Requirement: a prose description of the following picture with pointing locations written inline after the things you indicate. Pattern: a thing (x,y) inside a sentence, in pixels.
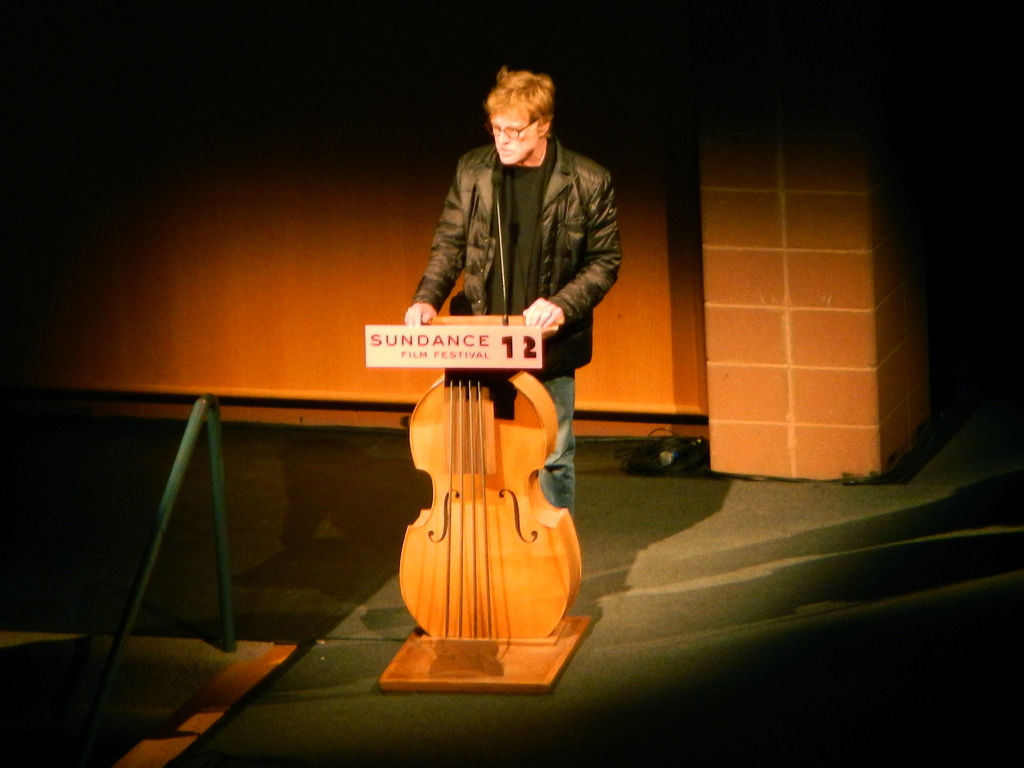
On the middle of the image (543,276) a man (533,216) wearing a black jacket (587,250) is standing. In front of him there is a mic (498,193). he is standing by a violin shaped podium (491,462). in the background (323,69) there is a wall (687,137).
